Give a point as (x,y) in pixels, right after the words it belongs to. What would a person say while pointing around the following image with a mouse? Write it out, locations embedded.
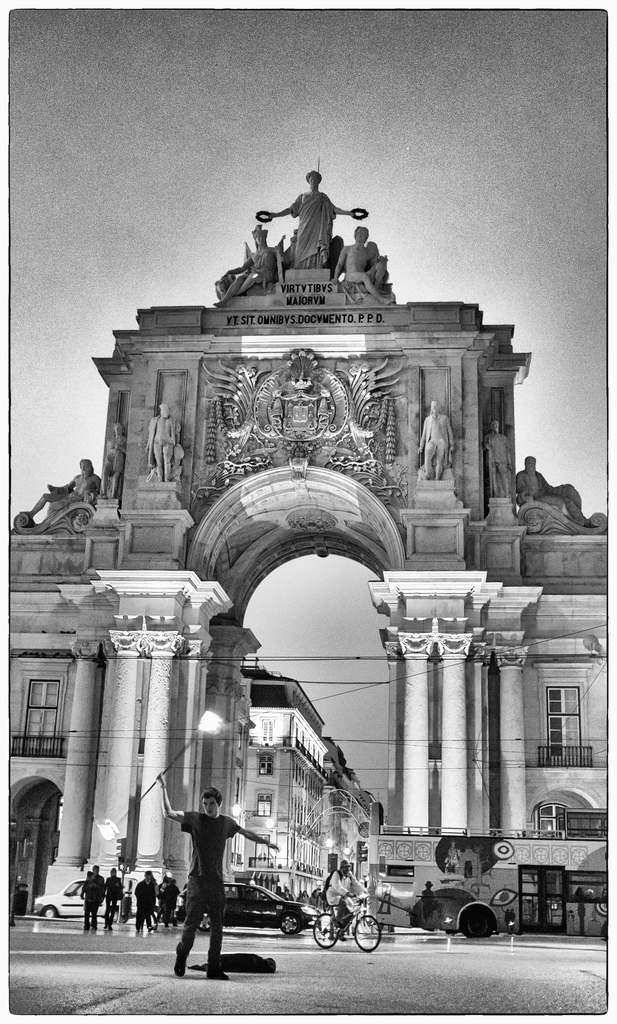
This is a black and white image. In this image, on the left side (199,847), we can see a man (210,791) standing and holding a stick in his hand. In the middle of the image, we can see a man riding a bicycle (360,909). In the background (446,907), we can see a group of people (167,898), vehicle (125,888) which is moving on the road (544,955), arch (474,742), buildings (247,702), sculptures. At the top (306,98), we can see a sky (310,107), at the bottom (300,941), we can see a road (578,1006).
